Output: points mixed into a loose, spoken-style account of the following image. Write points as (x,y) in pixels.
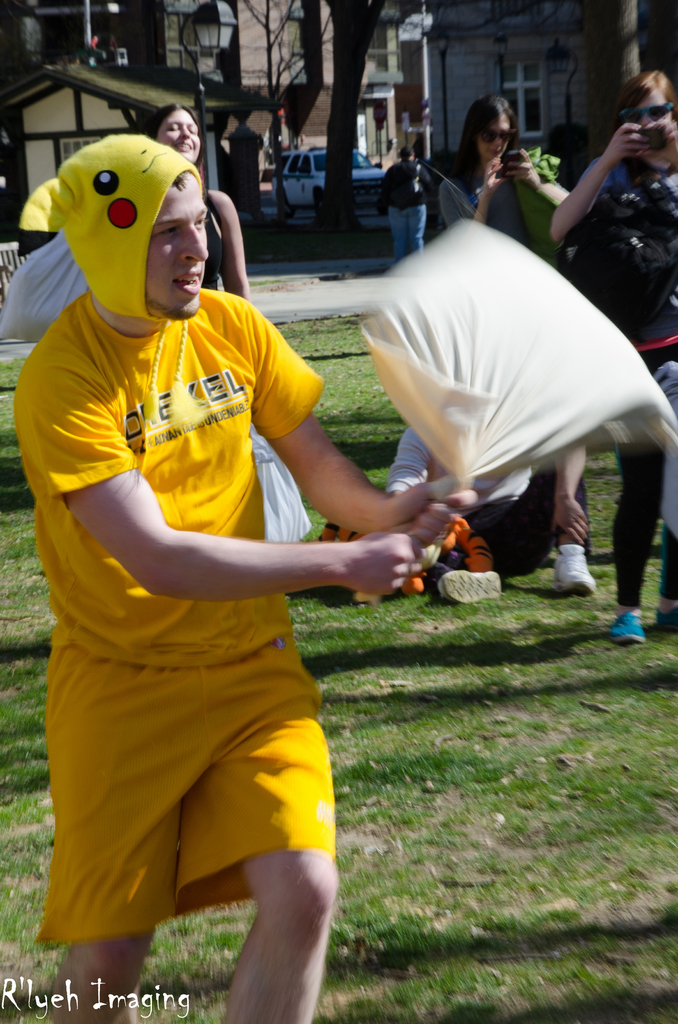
In this picture we can see some people (413,233) standing, a person (249,515) in the front (253,410) is holding something, at the bottom (495,881) there is grass (499,886), in the background (395,62) we can see buildings (405,55) and trees (342,62), there is a car (367,180) here, two persons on the right side (502,202) are holding cameras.
